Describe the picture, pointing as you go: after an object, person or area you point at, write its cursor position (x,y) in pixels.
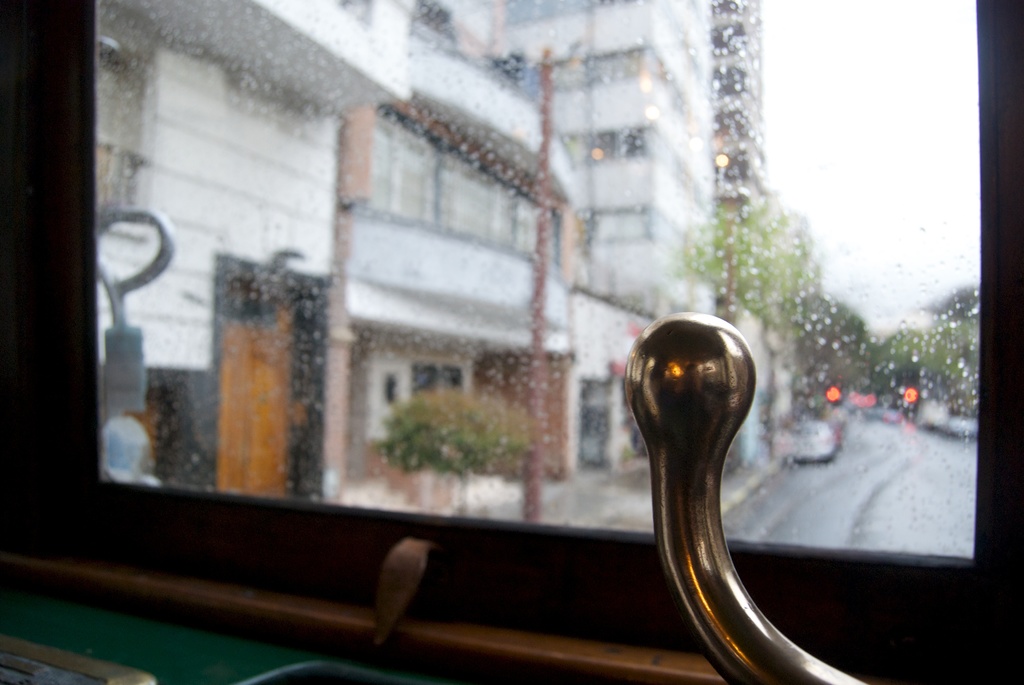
In this picture, we can see a view from the glass (799,336), and we can see trees (847,354), building (612,326), road (921,445), poles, vehicles (805,436), and the sky (957,137).
